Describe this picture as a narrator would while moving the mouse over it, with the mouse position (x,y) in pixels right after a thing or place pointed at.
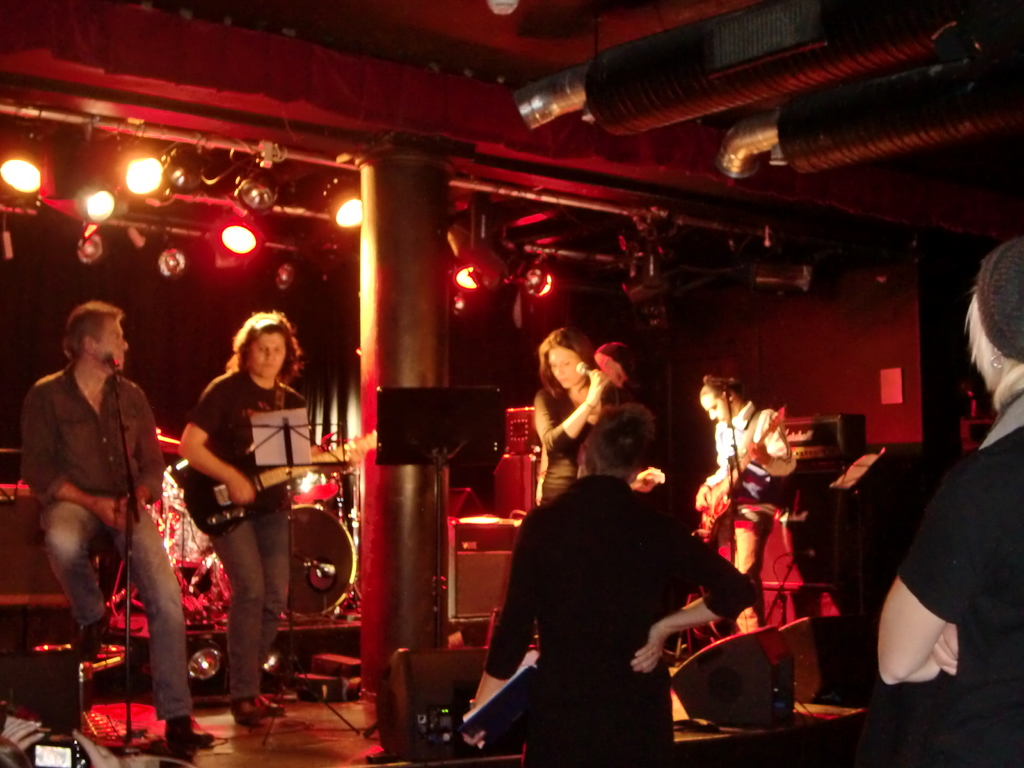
In this image, we can see some persons (657,537) standing and wearing clothes (924,574). There is a person (110,451) on the left side of the image (115,434) wearing clothes (92,435). There is a person (239,449) in the middle of the image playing a guitar (296,471). There are some lights (166,167) in the top left of the image (153,167).
